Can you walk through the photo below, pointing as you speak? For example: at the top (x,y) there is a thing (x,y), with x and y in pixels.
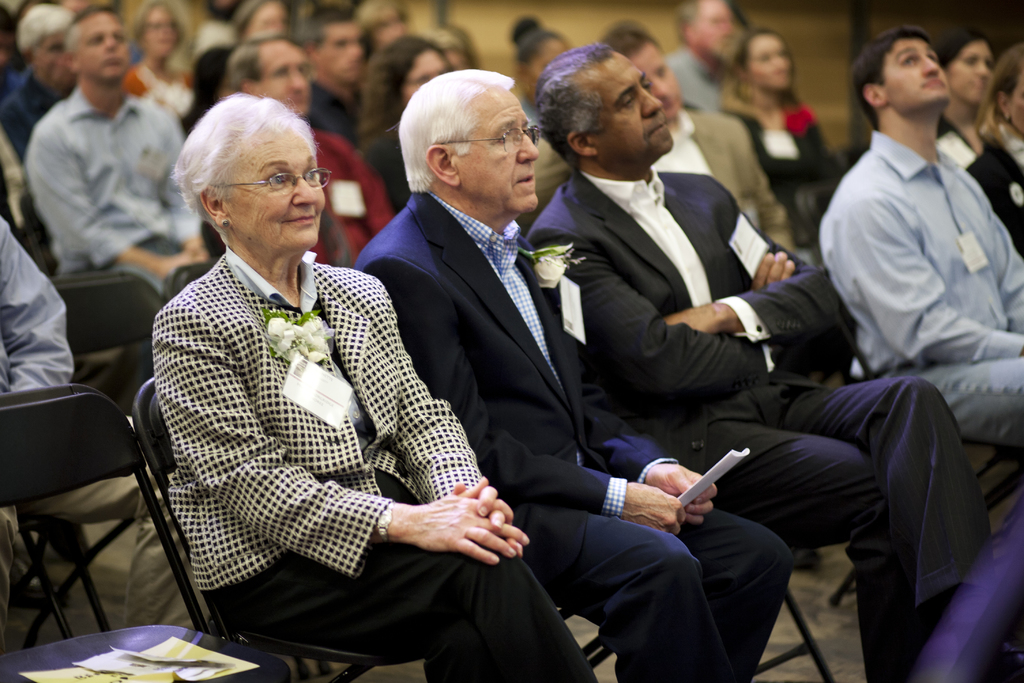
There are group of people (531,277) sitting on the chairs (171,454). These look like papers (142,673) placed on the chair (94,459). I can see the badges (347,400) attached to the clothes (380,162).
